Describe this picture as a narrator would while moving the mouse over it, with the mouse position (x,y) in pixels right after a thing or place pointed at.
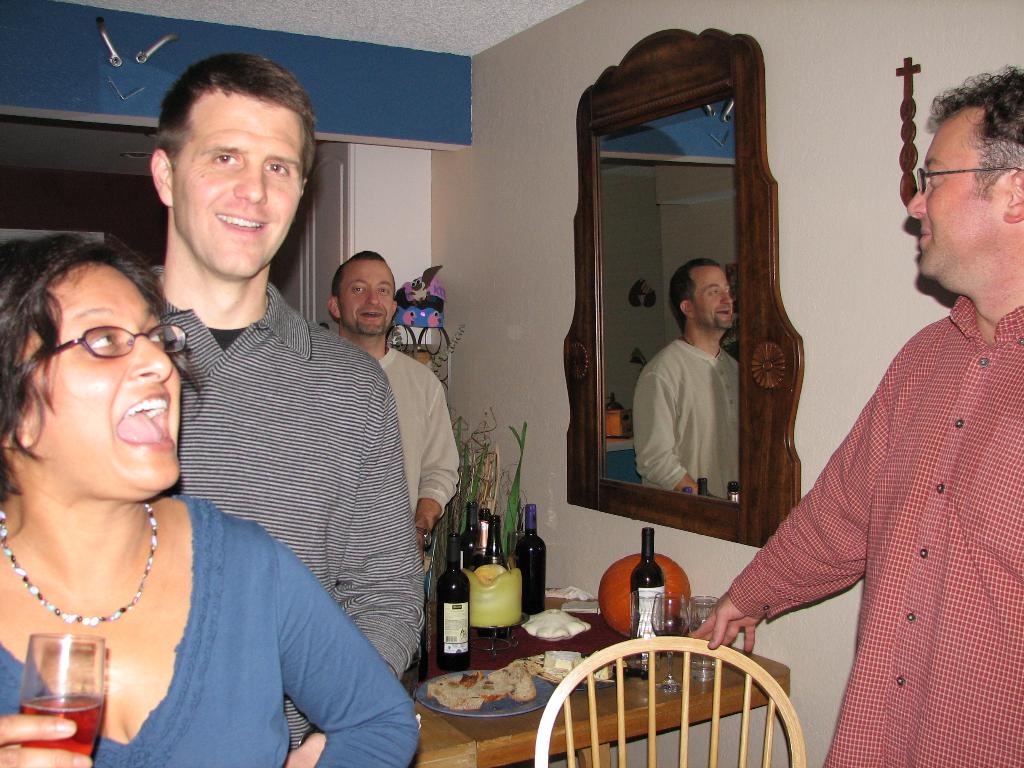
In the image there are total four people (153,431) one woman (129,540) and three men (964,600) the woman (60,606) is holding a drink (58,686) in her hand (58,725) she is smiling and remaining three men (355,454) also smiling there is a table (462,723) behind them on the table (479,727) there are some food items (464,701) and drinks (459,570) to the right side (693,331) to the wall (548,157) there is a mirror (710,349) in the background (543,131) there is a door (349,196) and a wall (433,214).
